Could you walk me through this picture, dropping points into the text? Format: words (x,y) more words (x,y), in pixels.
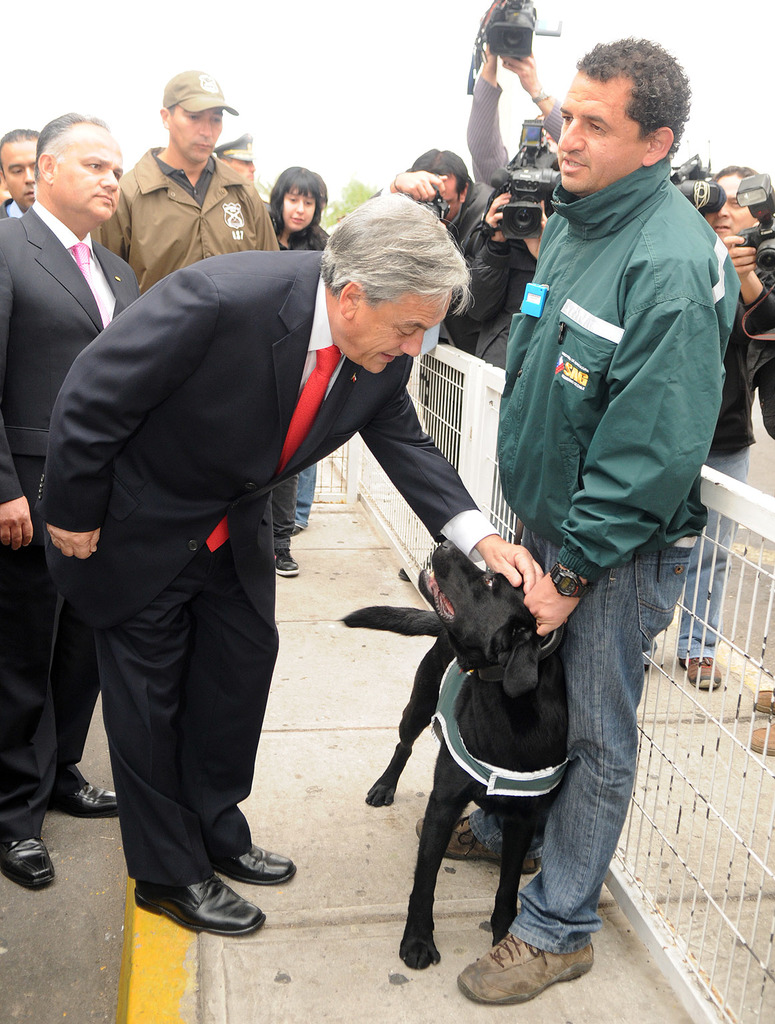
In this picture we can see some persons (178,816) standing on the road (237,951). This is dog (454,607). Here we can see a man (529,76) who is holding a camera (522,138) with his hands (515,70). And this is sky (347,90).
